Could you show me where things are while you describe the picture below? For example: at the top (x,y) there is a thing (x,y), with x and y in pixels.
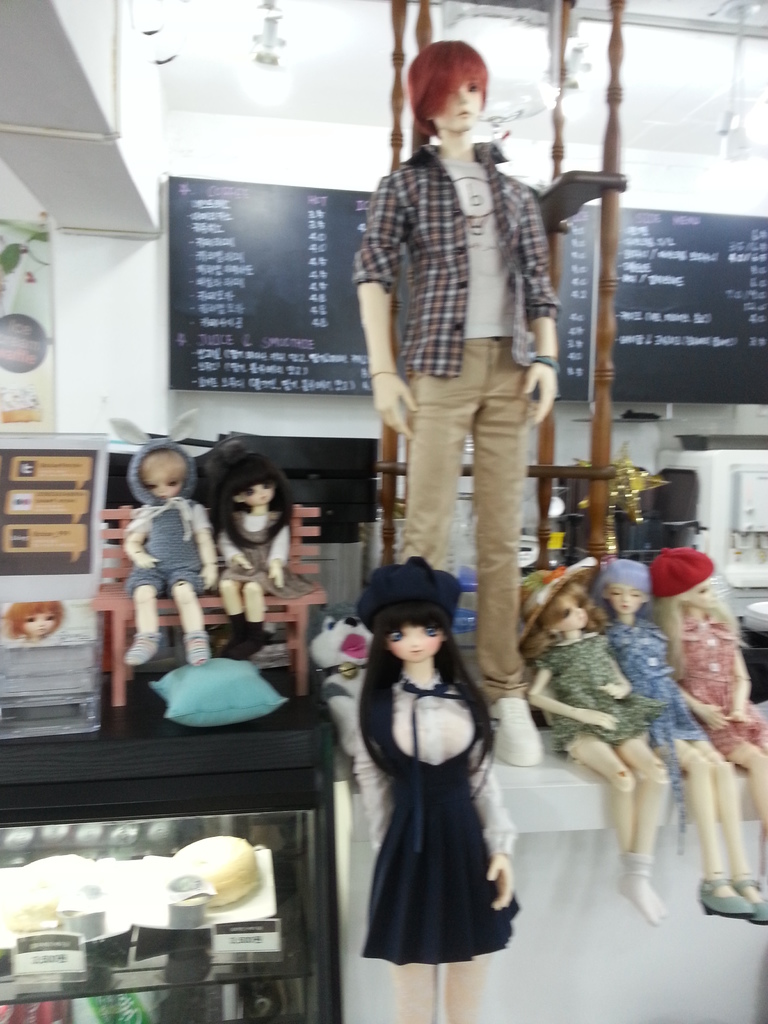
At the bottom of the image (253,815) there are tables (560,784) and we can see dolls (369,697) placed on the tables (496,966). In the background (283,237) there is a board (199,268) on the wall (61,360).
